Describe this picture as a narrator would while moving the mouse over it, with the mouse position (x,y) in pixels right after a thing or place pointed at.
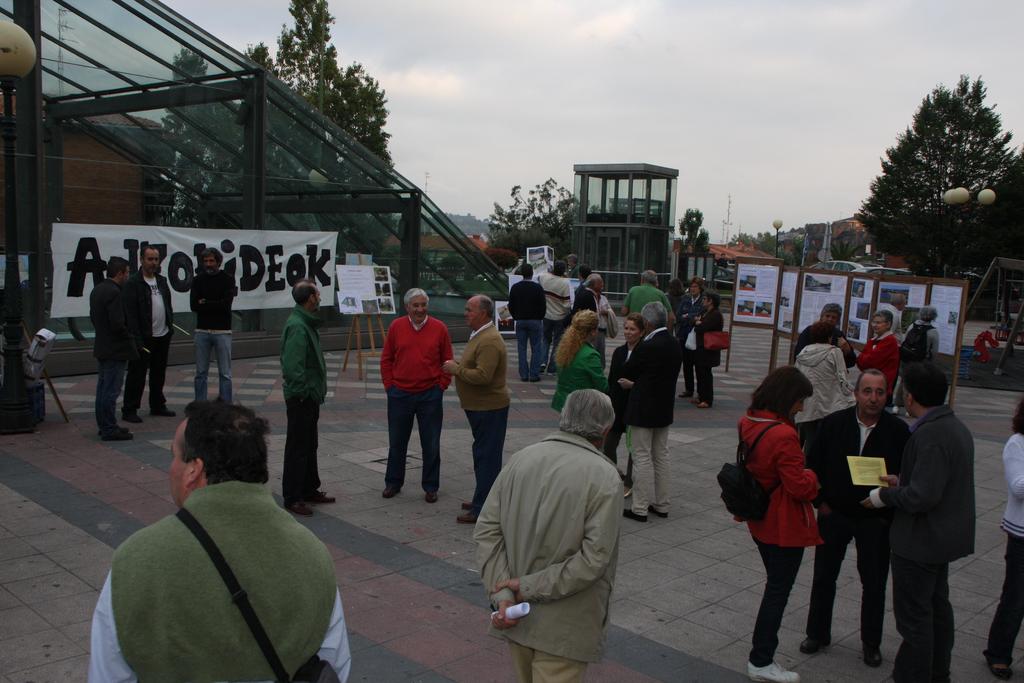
In this image I can see few persons (289,549) standing. I can see few trees (982,129). At the top (800,201) I can see clouds (603,160) in the sky (678,181).
